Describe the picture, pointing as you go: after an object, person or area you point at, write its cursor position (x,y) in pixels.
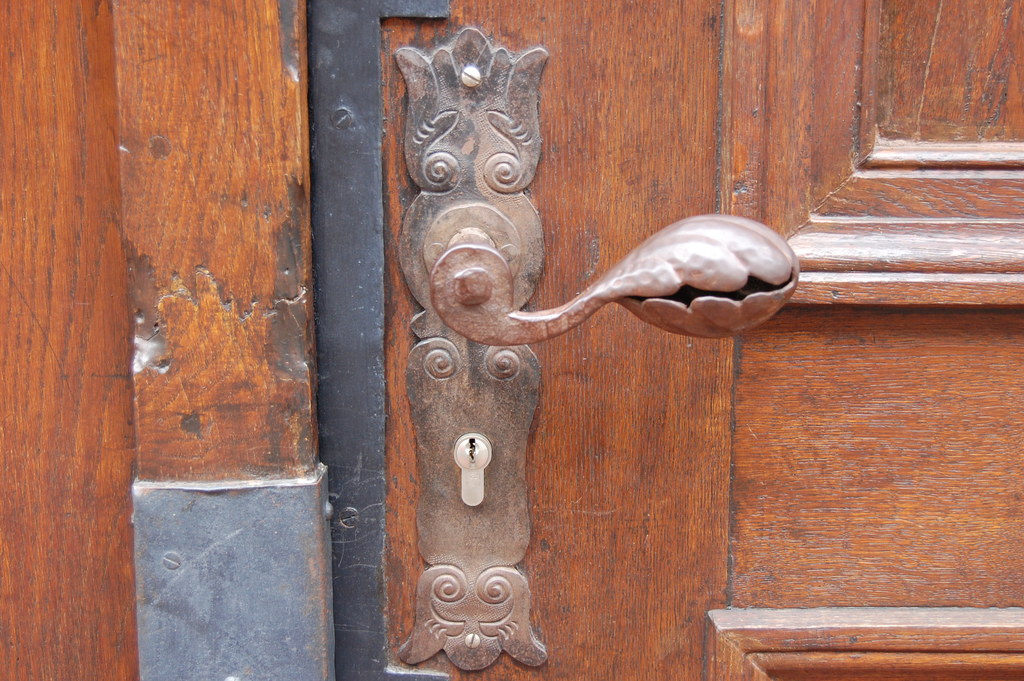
In this image we can see a door lock (541,269) and a door (865,513) which is brown in color.
